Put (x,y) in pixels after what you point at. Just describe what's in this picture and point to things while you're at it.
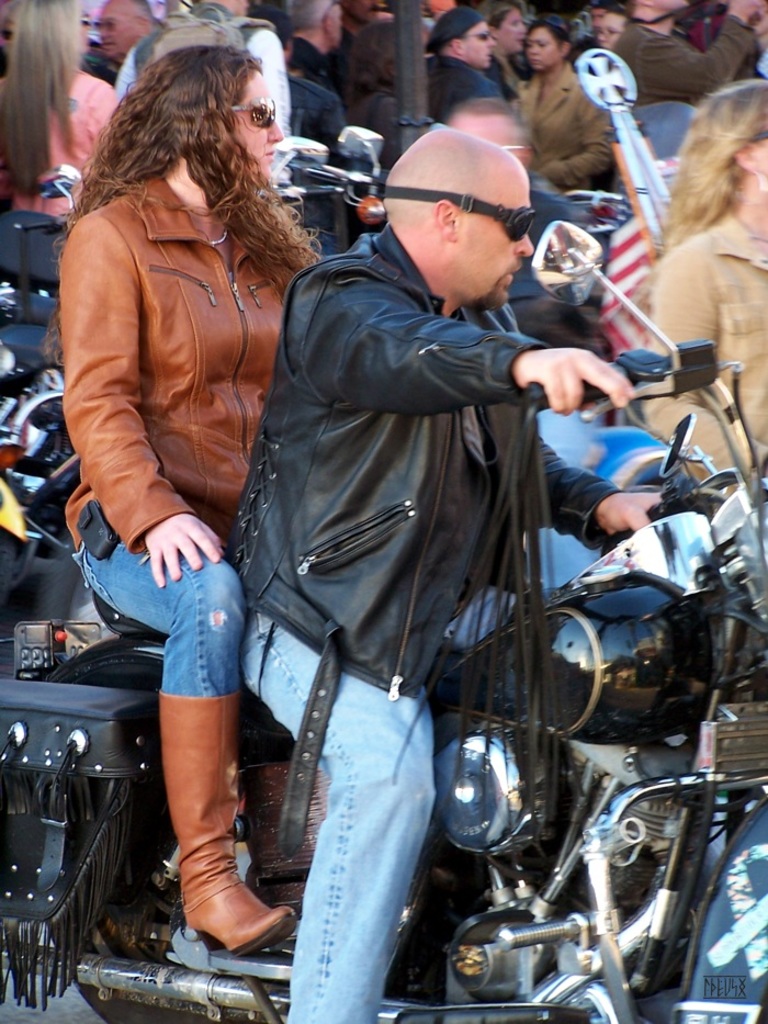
This picture shows a woman (231,625) and a man (311,543) sitting on a motorbike (522,742), wearing spectacles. In the background (357,56) there are some people (451,75) standing here.
